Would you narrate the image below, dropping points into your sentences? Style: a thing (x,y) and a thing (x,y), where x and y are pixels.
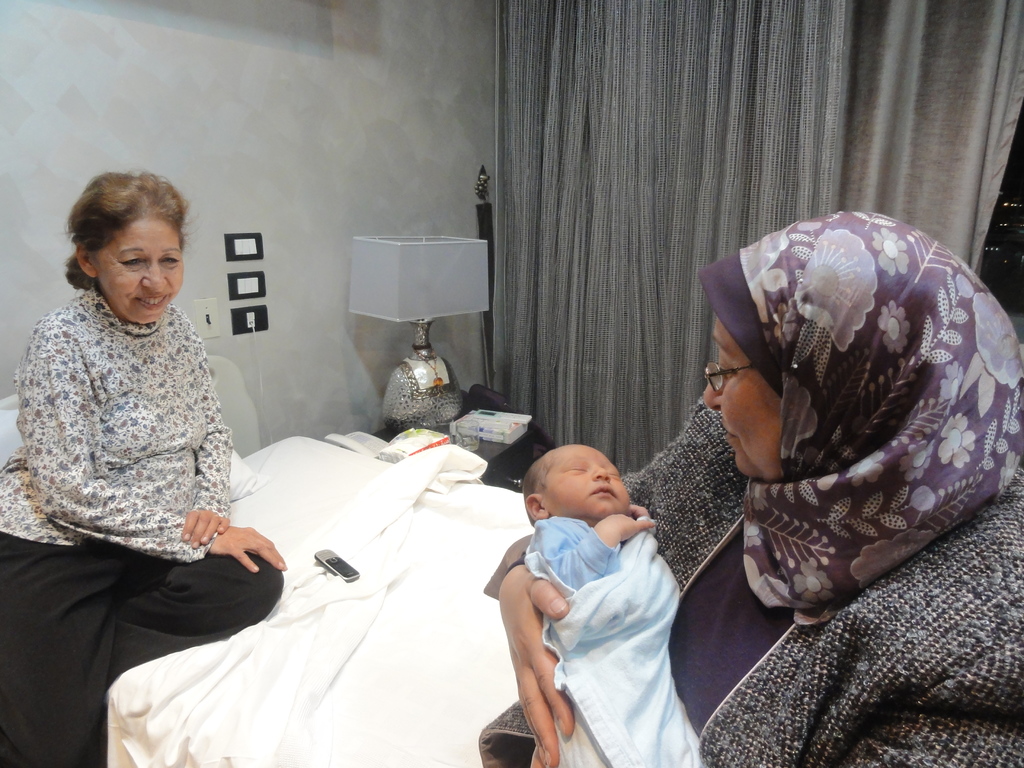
This image is clicked in a room. There are two women (148,425) sitting on a bed (409,507). The woman (104,456) to the left corner (137,464) is smiling. The woman (945,521) to the right corner (940,505) is carrying an infant (667,570) in her hand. On the bed (275,634) there are pillows (238,496) and a mobile phone (338,558). Beside the bed (415,456) there is a table (505,456) and on it there is a table lamp (427,308), glass (461,424) and books (508,429). In the background (612,210) there is wall (210,102) and curtain (688,166). There is a switch board (255,281) to the wall (209,284).
